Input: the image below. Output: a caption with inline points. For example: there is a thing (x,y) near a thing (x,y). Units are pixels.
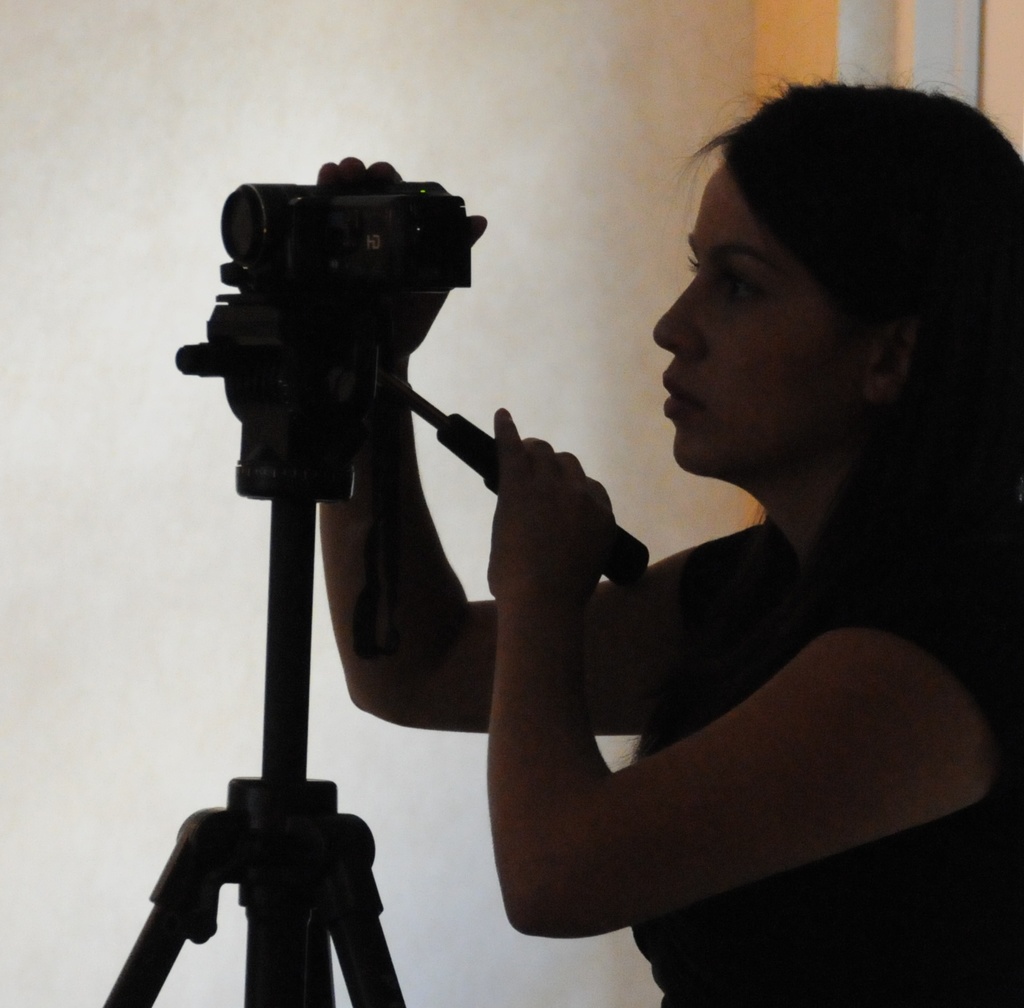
In this image there is a person (733,961) holding a camera (451,264), which is on the tripod stand (300,423), and in the background (465,352) there is a wall (310,1).
